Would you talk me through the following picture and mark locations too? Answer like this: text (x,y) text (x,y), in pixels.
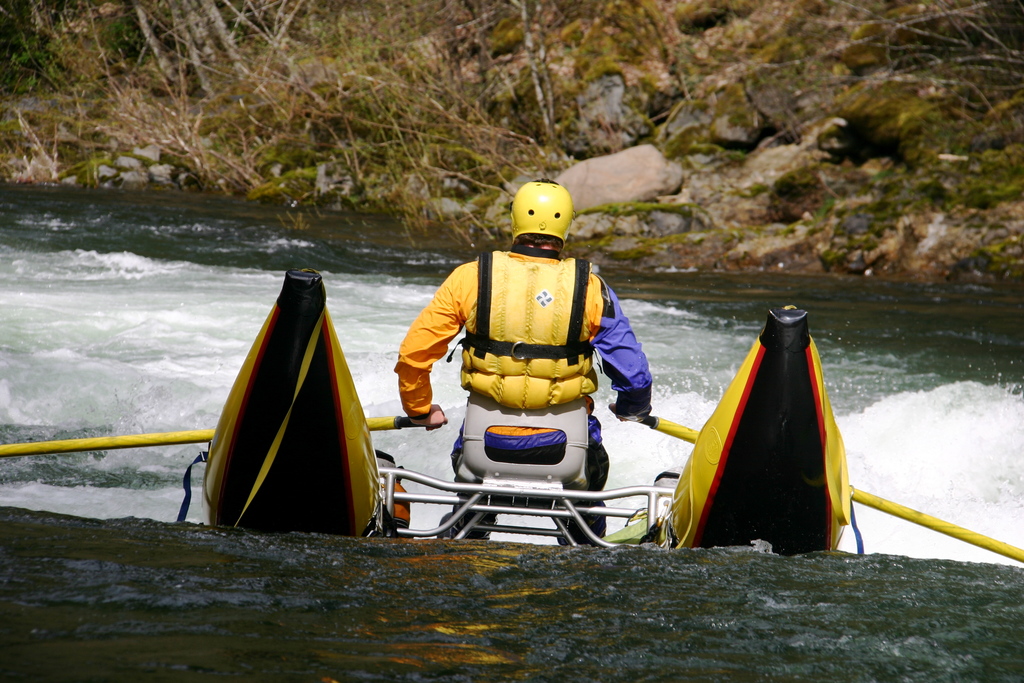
In the center of the picture (507,323) there is a person (535,236) rafting, he is wearing yellow color helmet (536,215) and life jacket (516,366). In this picture there is a canal (39,275) with white water (79,248). At the top (345,69) there are plants (462,91), stones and land (486,166).
